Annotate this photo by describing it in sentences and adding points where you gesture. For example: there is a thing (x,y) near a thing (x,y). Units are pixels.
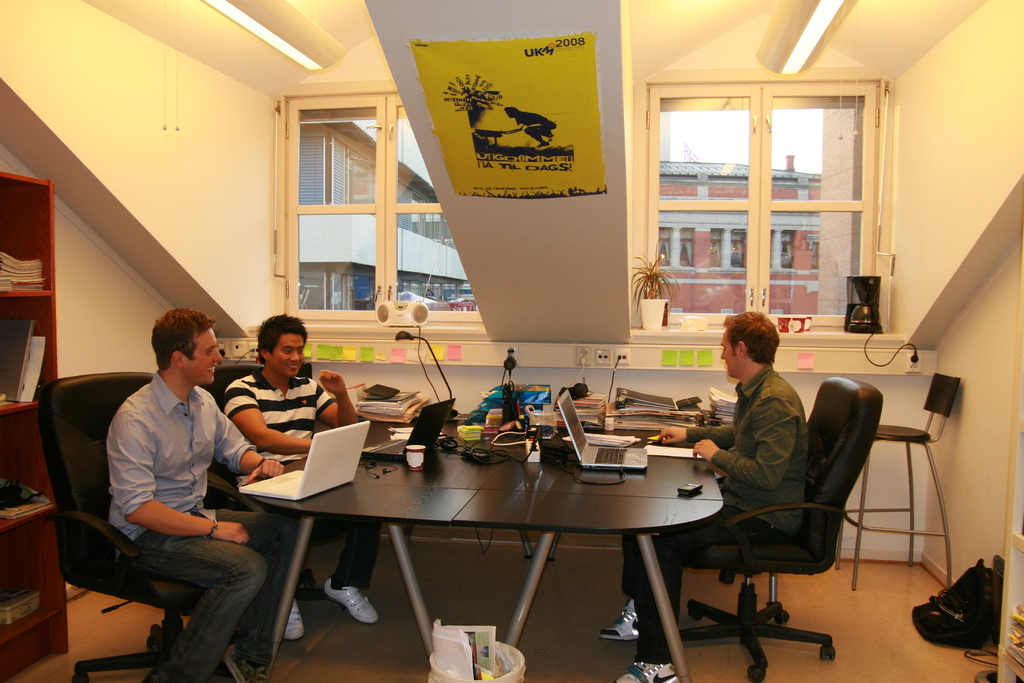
Here, we can see a black color table (574,523), on that table (397,461) there are some laptops (325,459), there are some people (773,445) sitting on the chairs (58,411), we can see some glass windows (349,192), at the left side (40,331) there is a rack (22,316).
